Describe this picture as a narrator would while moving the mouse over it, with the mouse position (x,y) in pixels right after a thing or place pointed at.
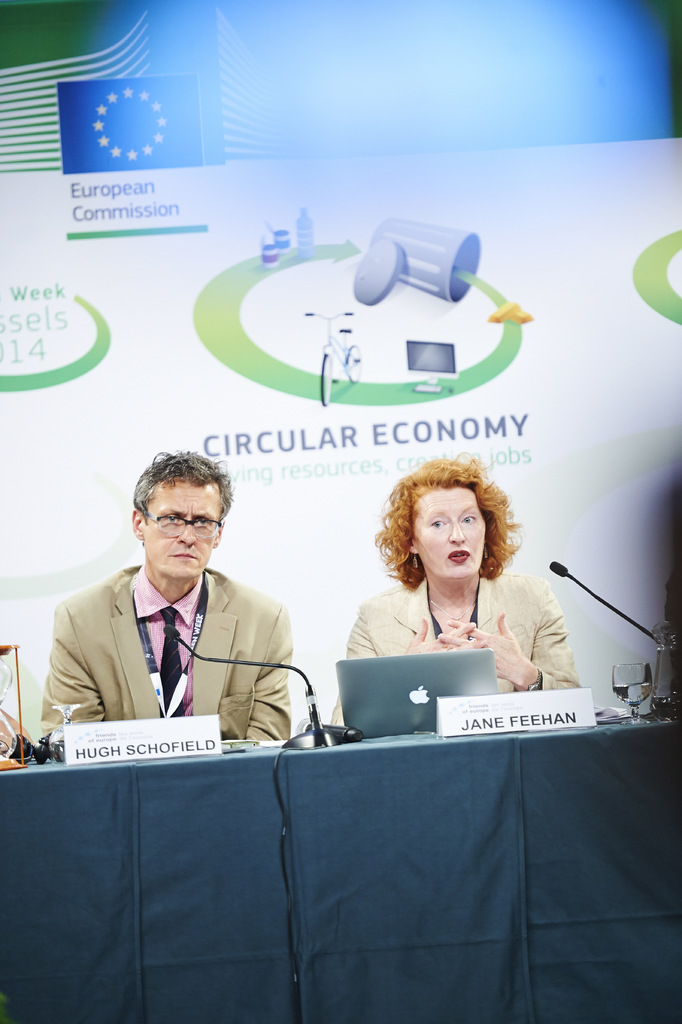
In the image we can see a man (127,590) and a women (400,563) are sitting. These are the microphones (572,580) and a system (417,681) is kept in front of them. These are the name plates (137,730). Back of them there is a poster (275,228).
